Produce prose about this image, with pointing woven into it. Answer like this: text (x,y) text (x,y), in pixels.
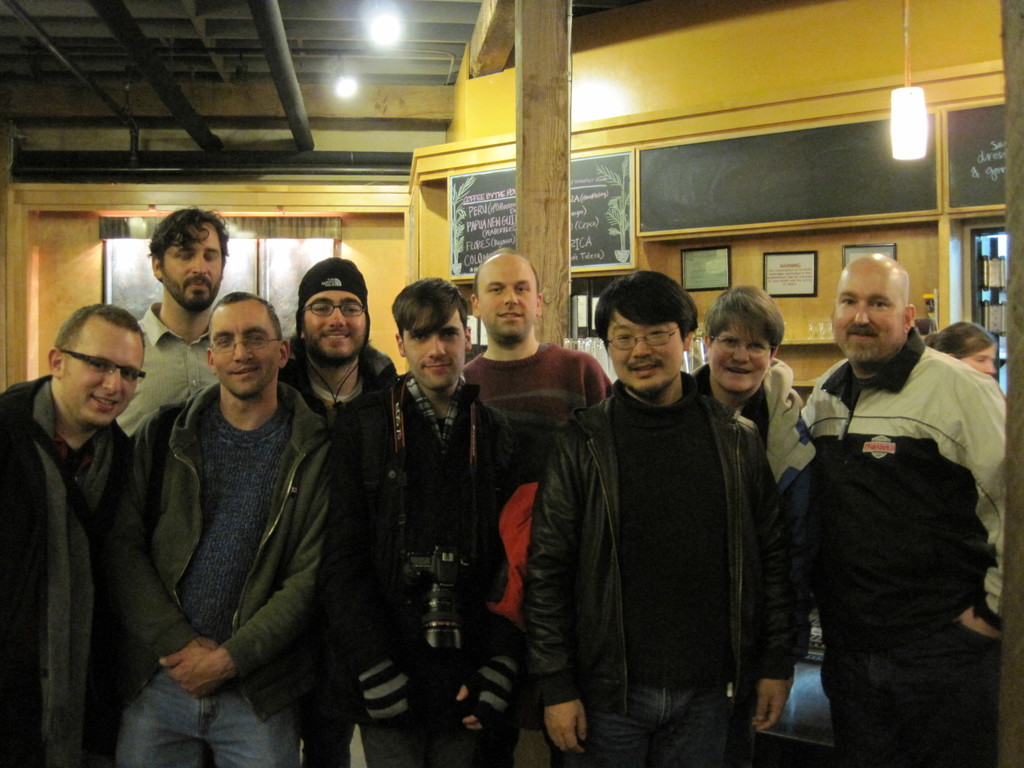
In this image we can see many people (664,465). One person (497,479) is wearing camera (427,578). Few people (71,362) are wearing specs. In the back (616,101) we can see wall (610,86) with photo frames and boards (928,196). On the boards (660,181) there is text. On the ceiling (404,56) there are lights (915,108).
